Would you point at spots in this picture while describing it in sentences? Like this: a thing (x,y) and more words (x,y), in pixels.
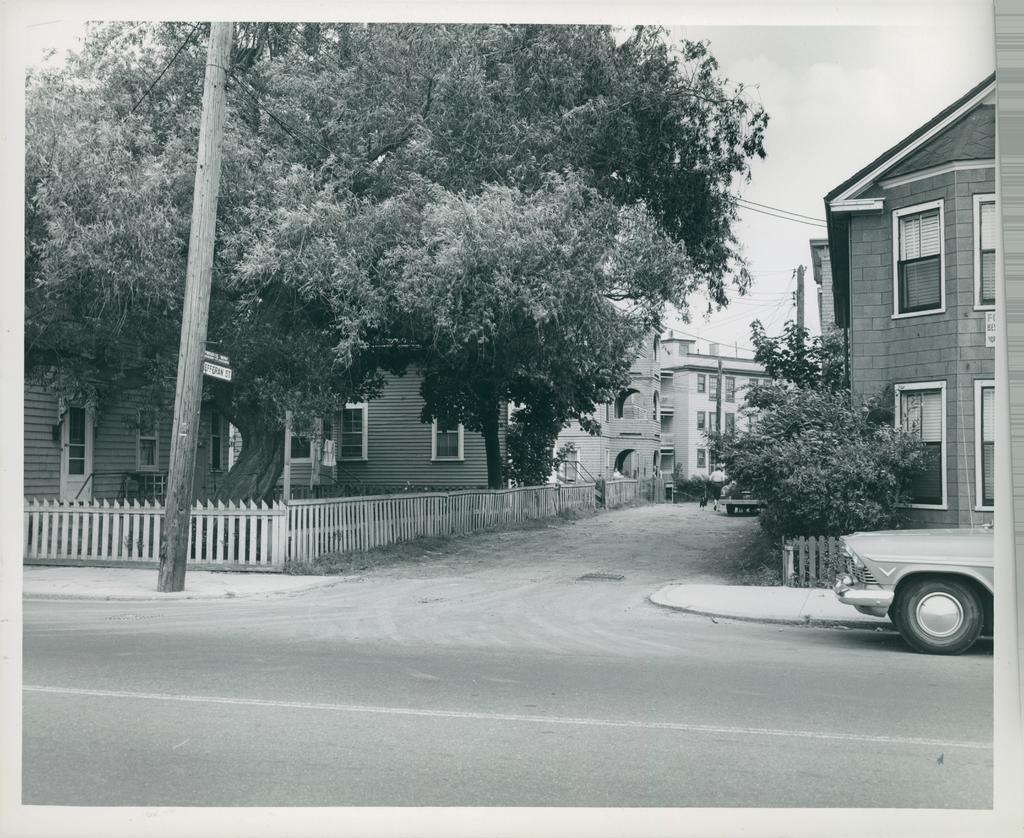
This is a black and white image where we can see empty road (858,681) beside that there is a car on the road (878,713), also there is a fence (610,501), trees (233,501) and buildings (870,367).
